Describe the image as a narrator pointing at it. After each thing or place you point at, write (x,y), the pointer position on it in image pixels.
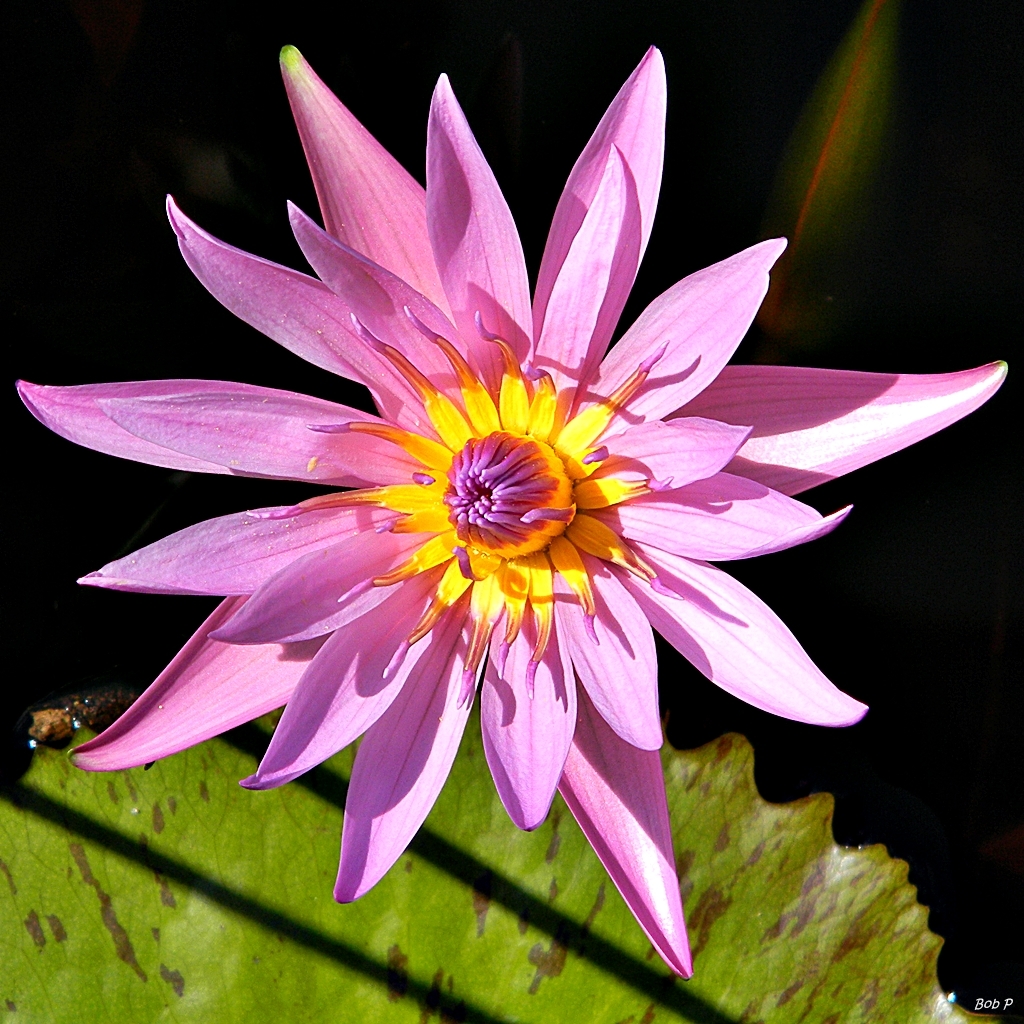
Here we can see a purple and yellow flower (478,464). Bottom of the image (496,922) there is a leaves (521,946).
